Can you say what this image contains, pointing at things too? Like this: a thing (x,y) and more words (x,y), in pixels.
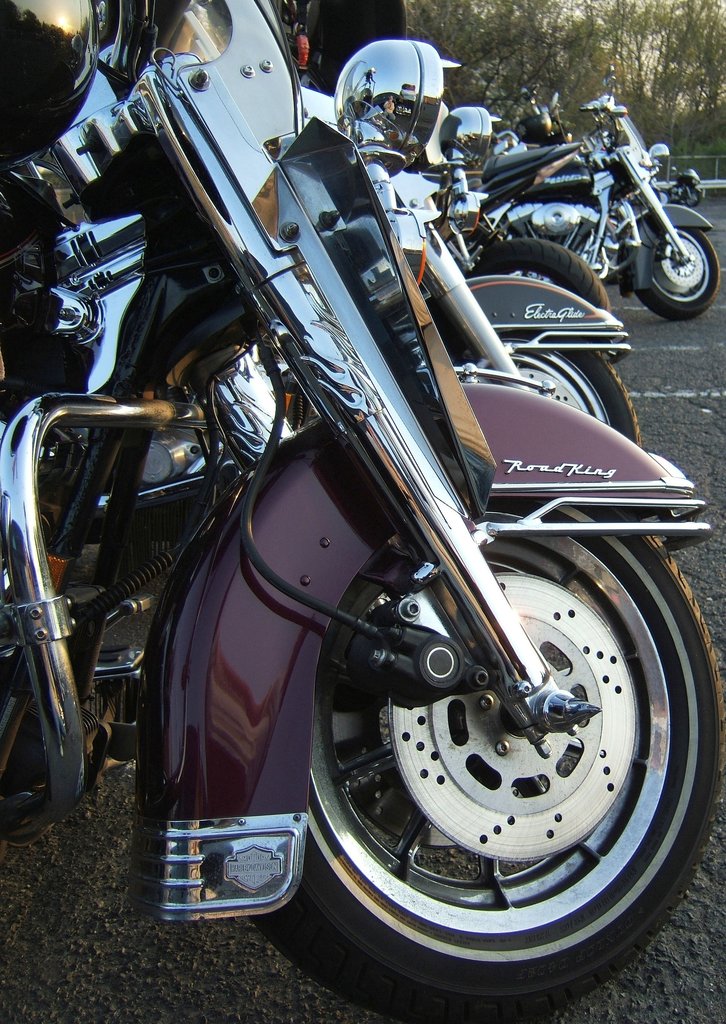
There are bikes (525,506) on the road (99,937). In the background (708,63) there are trees (494,18), an object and the sky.
